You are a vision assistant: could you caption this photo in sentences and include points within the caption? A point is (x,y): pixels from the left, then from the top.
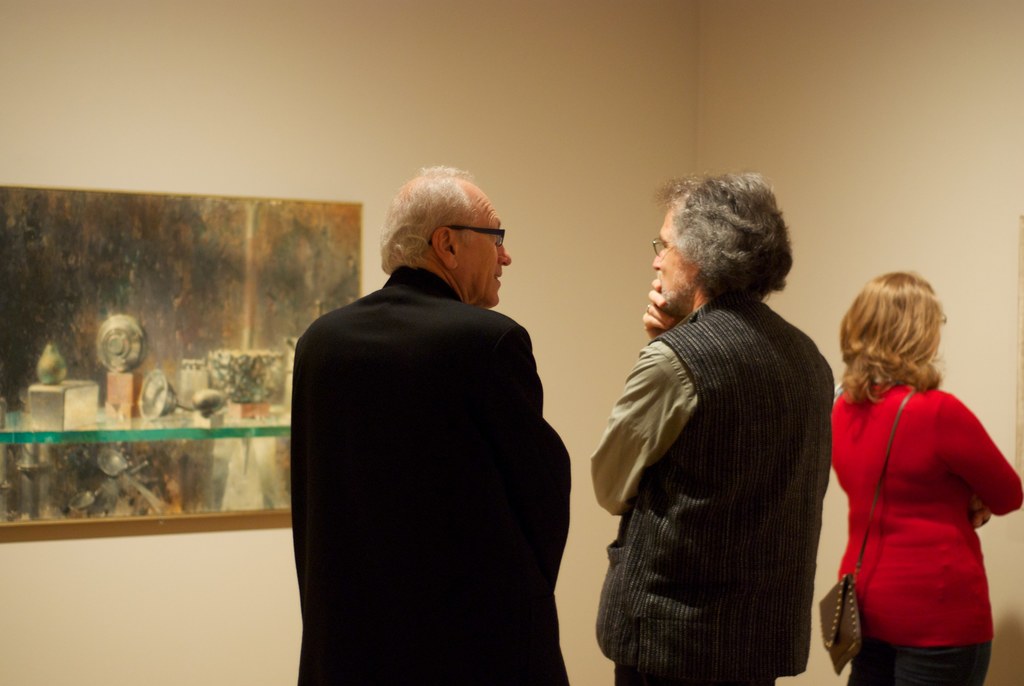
There are three people (650,508) standing at the bottom of this image (714,560). We can see a wall (342,166) in the background (489,176). There is a photo frame (194,279) attached to it.
